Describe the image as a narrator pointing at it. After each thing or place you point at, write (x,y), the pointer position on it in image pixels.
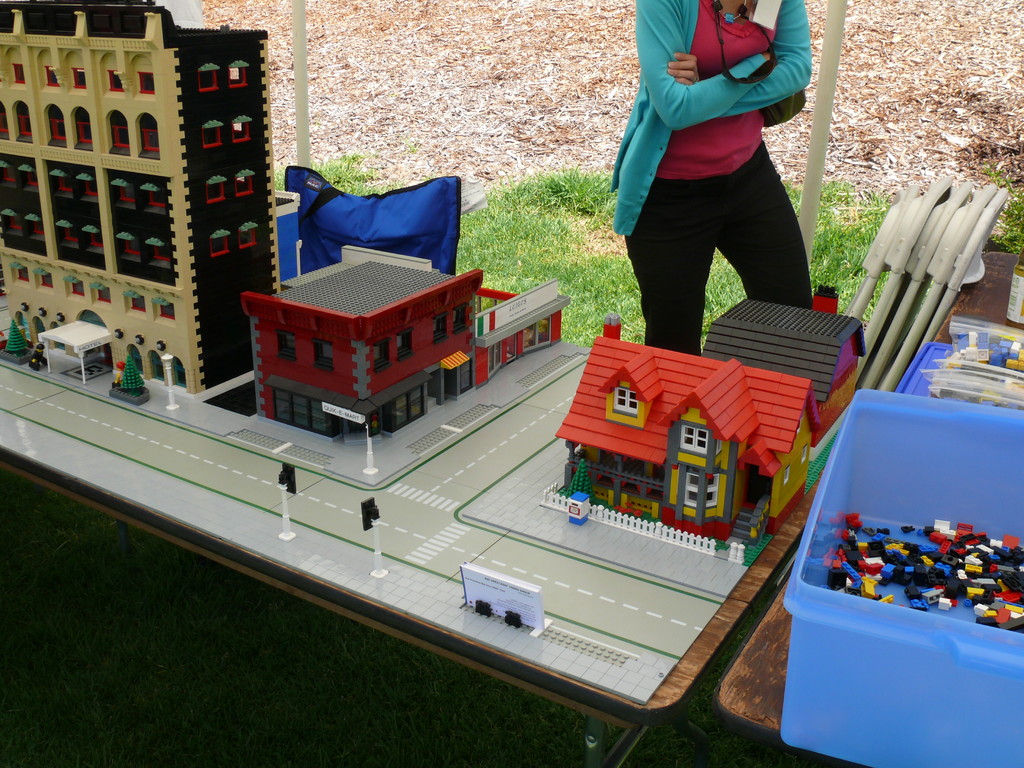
In this image I can see miniature buildings (163,303) and poles (384,570). We can see a blue color box (909,653) and something is inside it. We can see some object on the table (695,647). Back I can see a person (711,232) wearing blue coat (662,120) and pink and black color dress (715,164). We can see a green color grass (527,244).
